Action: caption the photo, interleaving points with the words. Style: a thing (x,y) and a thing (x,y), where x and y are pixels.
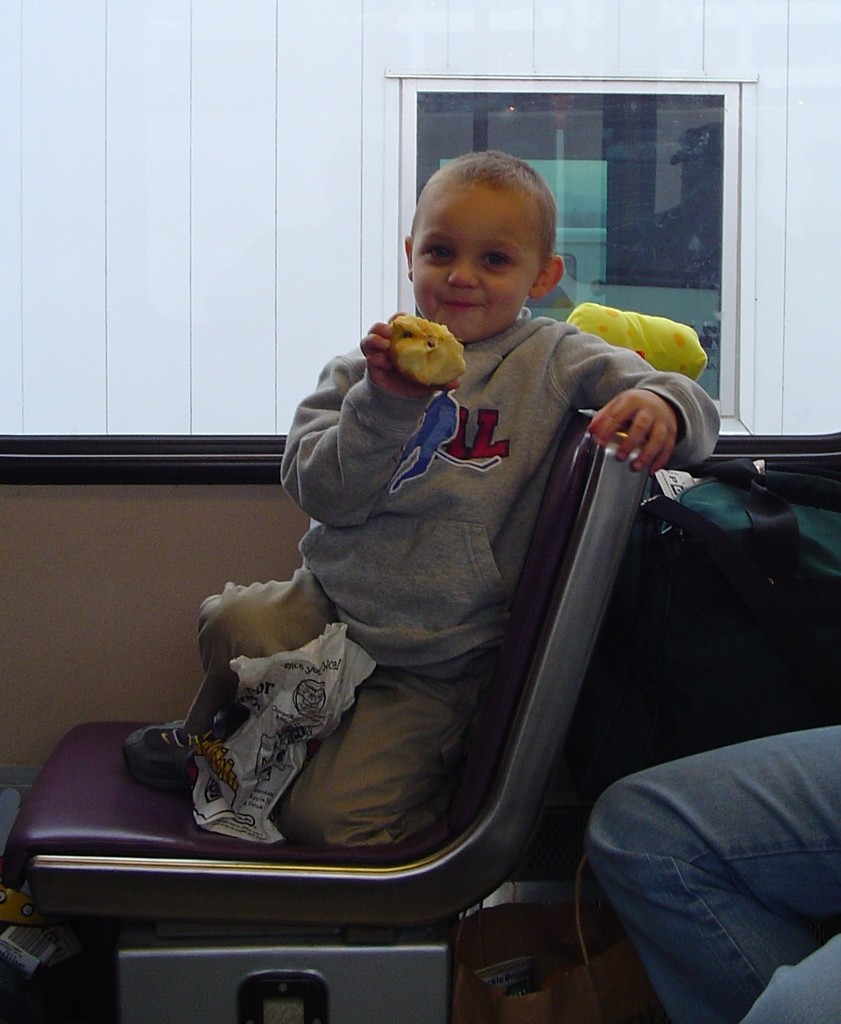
In this picture we can see a boy (286,454) holding a food item (411,347) in his hand (381,333). There is a cover (207,788) on the chair (339,856). We can see a person (674,1020) sitting on the chair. There is a bag (557,988) and a few objects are visible on the right side (781,703). We can see a glass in the background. Through this glass (688,257), we can see the reflections (698,261) of some objects (708,293).
